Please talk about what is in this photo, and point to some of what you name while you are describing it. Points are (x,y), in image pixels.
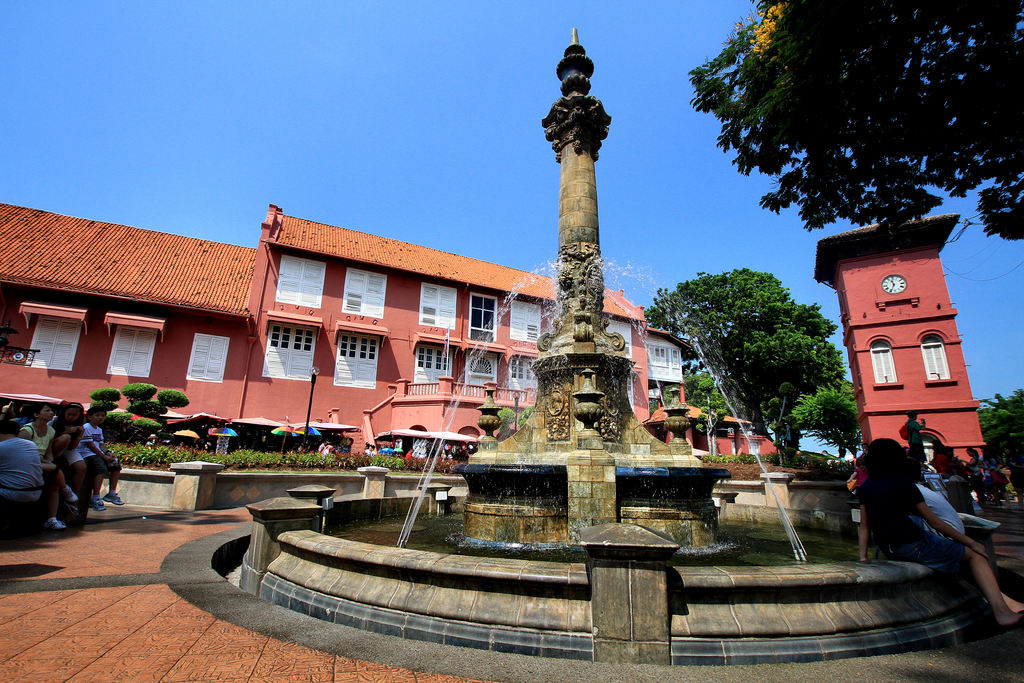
In the foreground of the picture (657,462) we can see people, fountain (309,494) and path (95,553). In the middle of the picture (407,403) there are buildings (276,345), trees (142,424), plants (168,446), people (1013,461) and various objects (421,444). At the top (751,101) towards right (985,92) we can see the branch (924,54) of a tree (907,52). At the top (231,72) there is sky (709,203).
